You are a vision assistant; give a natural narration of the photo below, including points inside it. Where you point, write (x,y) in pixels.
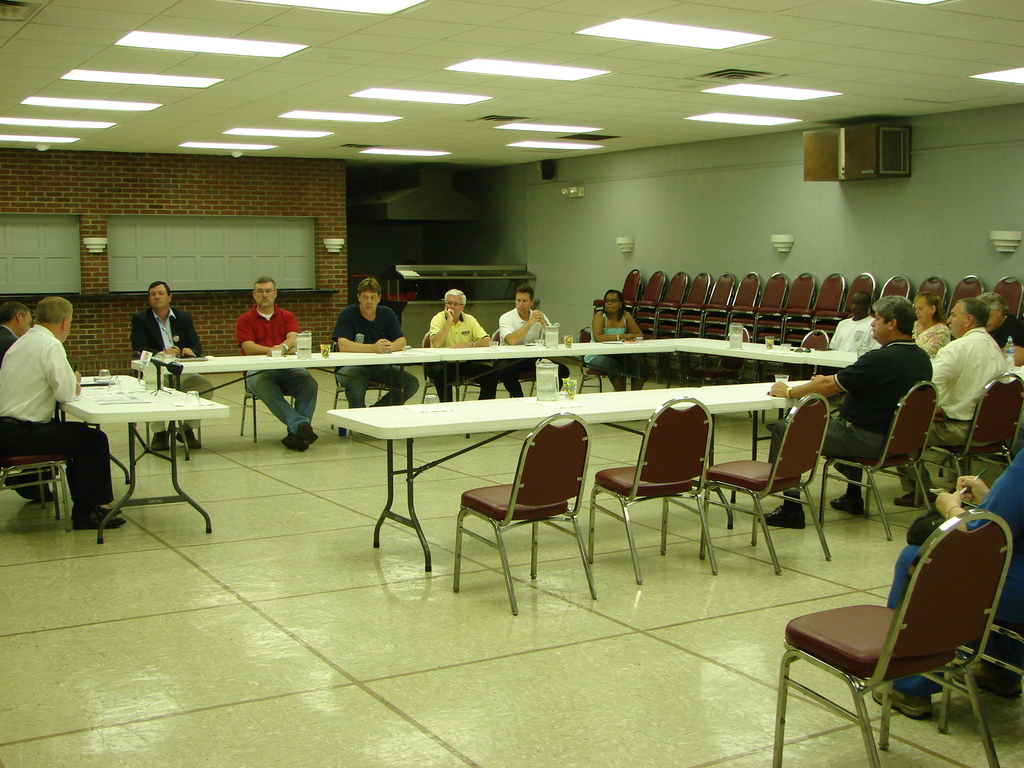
At the top (407,61) we can see the ceiling (377,64) and the lights (182,83). In this picture we can see the people (368,295) sitting on the chairs (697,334) near the tables (350,358) and on the tables (837,360) we can see the glasses (112,383) and objects (162,385). On the right side of the picture (788,300) we can see the chairs (929,289) and a box (863,174) is fixed to the wall (770,175). In the background (325,288) we can see the brick wall (318,242) and it seems like they are cupboards (275,252). At the bottom portion of the picture (443,674) we can see the floor (431,678).
